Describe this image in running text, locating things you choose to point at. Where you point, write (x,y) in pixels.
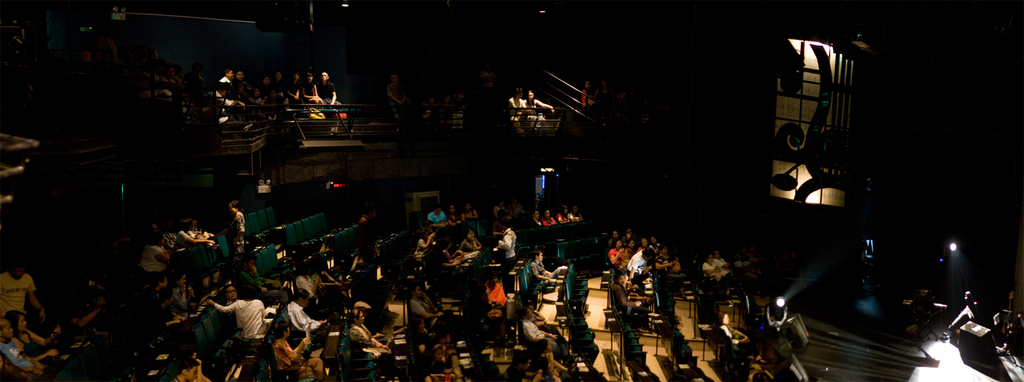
In this picture we can see a group of people (442,361), some people (438,325) are sitting on chairs (411,319), some people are standing, here we can see lights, some objects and in the background (832,254) we can see it is dark.
